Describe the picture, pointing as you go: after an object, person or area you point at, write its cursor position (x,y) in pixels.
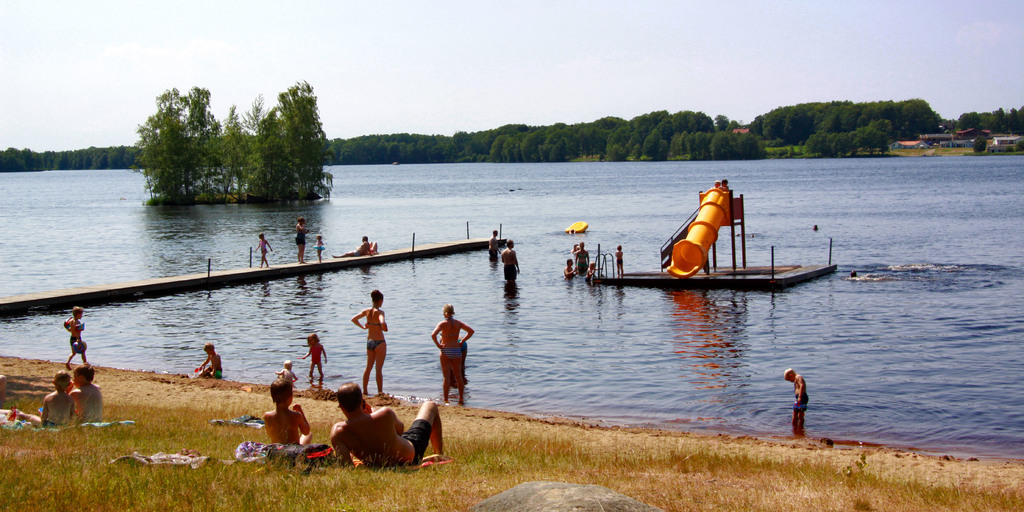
In this image I can see a group of people (393,430) and few are standing and few are lying. I can see a bridge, trees (184,153), poles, orange tube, water (783,228), dry grass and few houses (964,142). The sky (562,64) is in blue and white color.
